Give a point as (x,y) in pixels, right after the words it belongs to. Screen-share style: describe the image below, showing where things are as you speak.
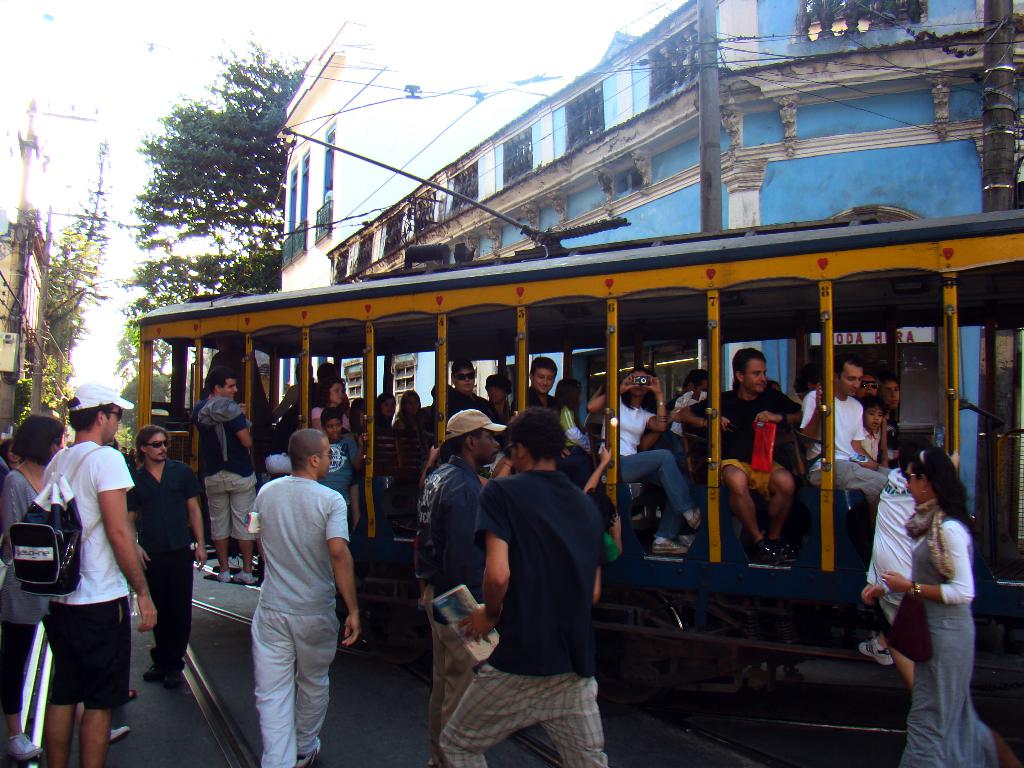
In this image, there is an outside view. There are some persons (668,452) in the middle of the image (405,414) wearing clothes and sitting inside the vehicle (689,356) which is beside the building (652,235). There are some other persons (518,514) standing and wearing clothes (96,479). There is a tree (215,119) in the top left of the image (160,150).
